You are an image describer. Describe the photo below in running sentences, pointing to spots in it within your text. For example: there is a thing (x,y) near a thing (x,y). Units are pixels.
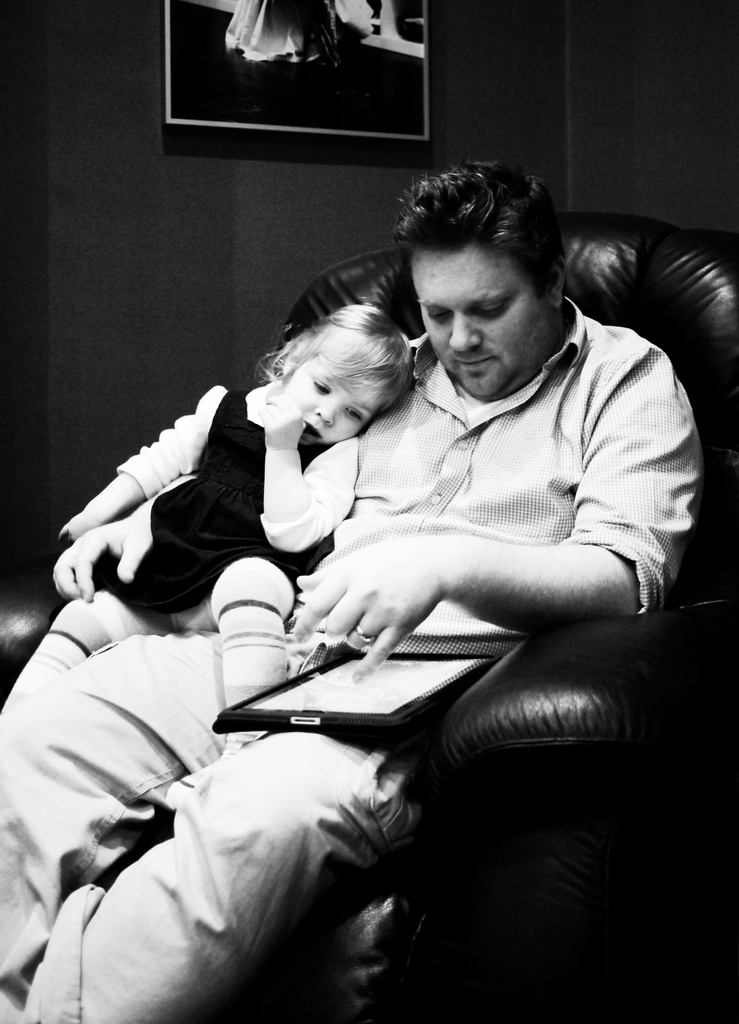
It is a black and white picture. In the center of the image (405,457) we can see a person (618,438) is sitting on the sofa (730,482) and he is holding a kid (190,464) and some object (333,690). In the background (337,228) there is a wall (505,147) and a frame (217,43).
